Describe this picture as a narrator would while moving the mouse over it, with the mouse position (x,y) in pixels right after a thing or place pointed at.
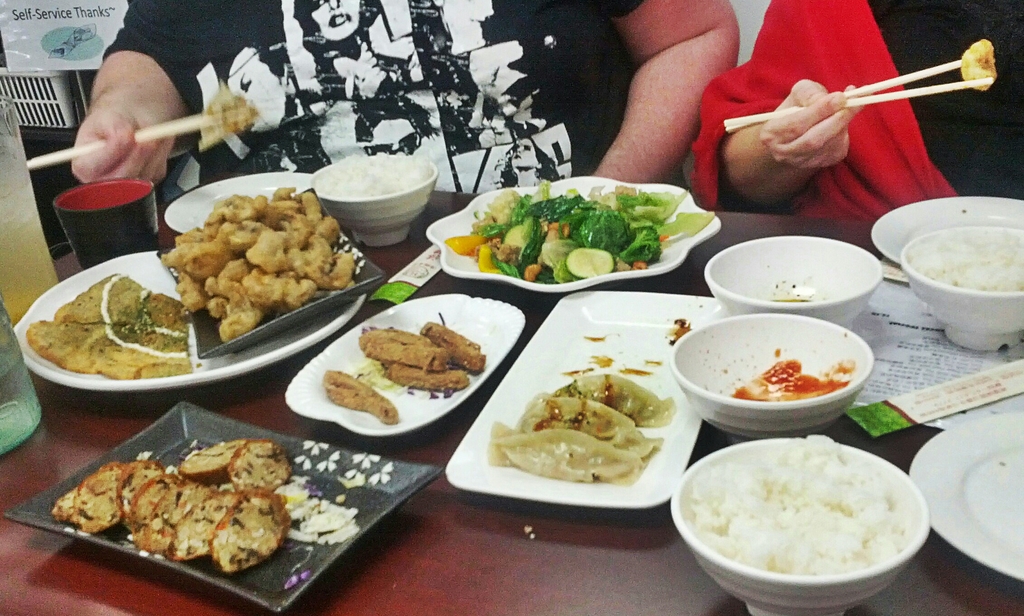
There are two persons (161,112) holding chopsticks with food item (218,117). There is a table (504,585). On the table (536,547) there are food items (720,483) on the plates (380,427), bowls (915,251) and trays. Also there is a glass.
